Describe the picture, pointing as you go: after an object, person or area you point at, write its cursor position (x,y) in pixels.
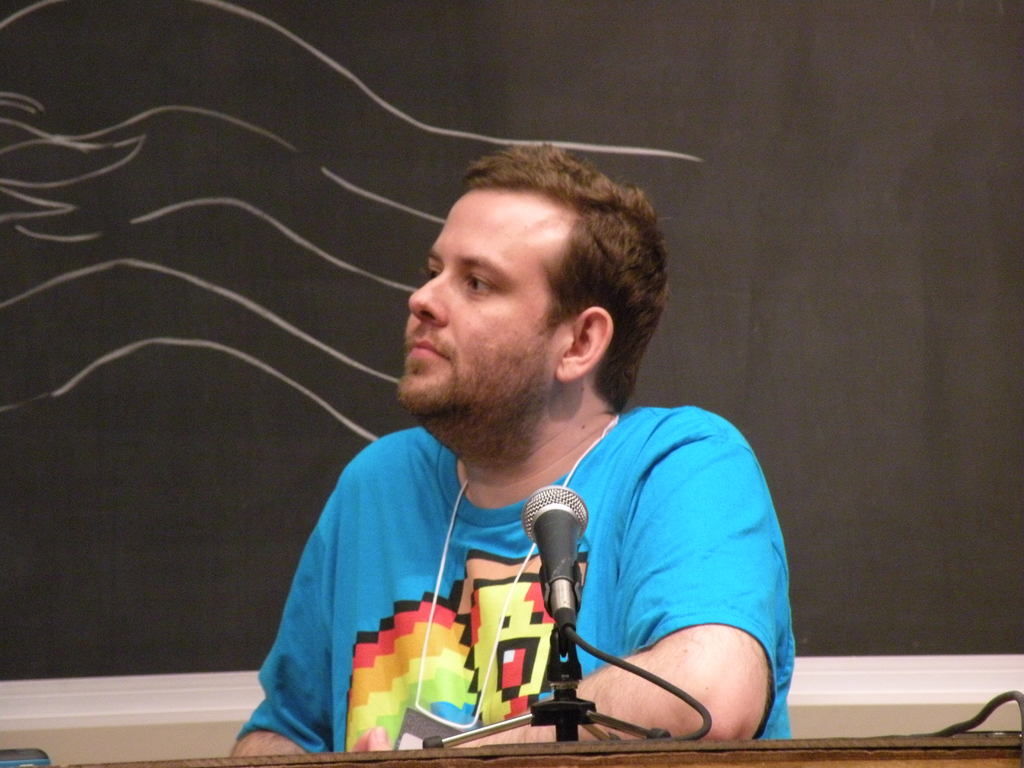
A man (575,332) is sitting, he wore blue color t-shirt (627,555), there is a microphone (572,602).
